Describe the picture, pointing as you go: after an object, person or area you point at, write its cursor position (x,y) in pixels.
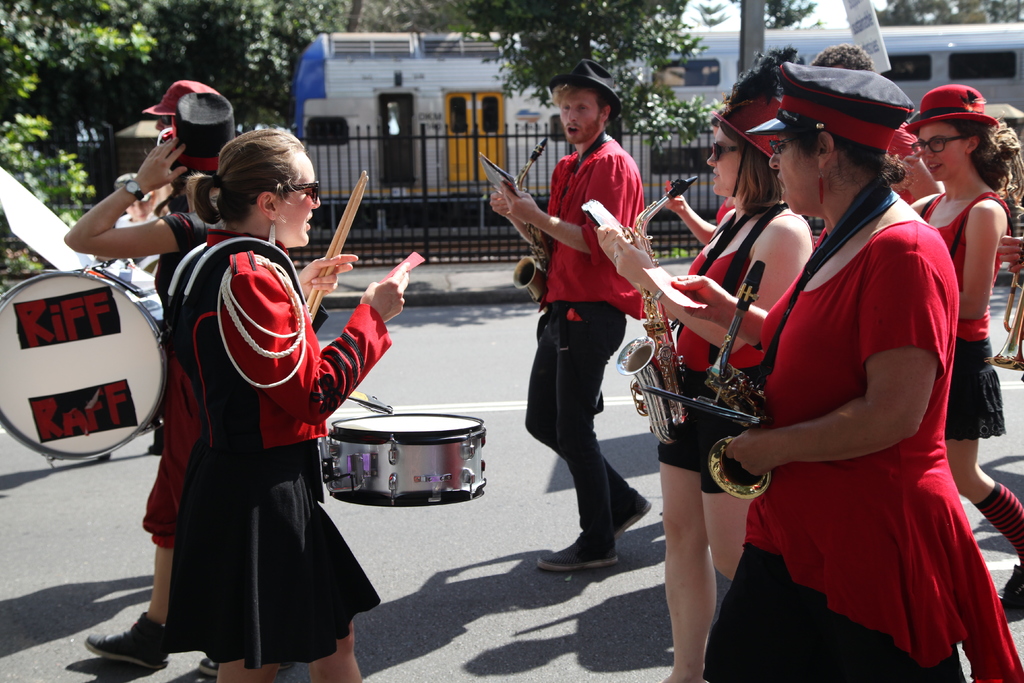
In the image there are a group of people (730,504) playing musical instruments (142,355) on the road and behind them there is a fencing (110,139) and there is a train (348,66) behind the fencing (516,134). Around the train (507,106) there are many trees (215,35).
